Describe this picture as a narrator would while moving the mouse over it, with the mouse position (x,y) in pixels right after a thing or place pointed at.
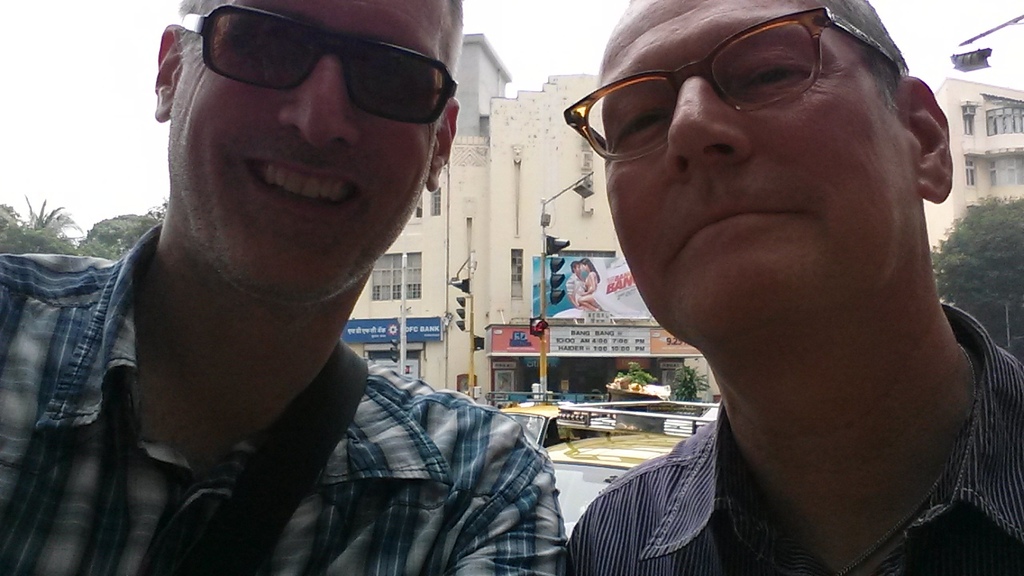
Here we can see two men (826,537) and they have spectacles (810,62). In the background (510,175) we can see buildings (526,317), poles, traffic signals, boards (587,280), trees (686,372), vehicles (627,461), and sky (74,51).
